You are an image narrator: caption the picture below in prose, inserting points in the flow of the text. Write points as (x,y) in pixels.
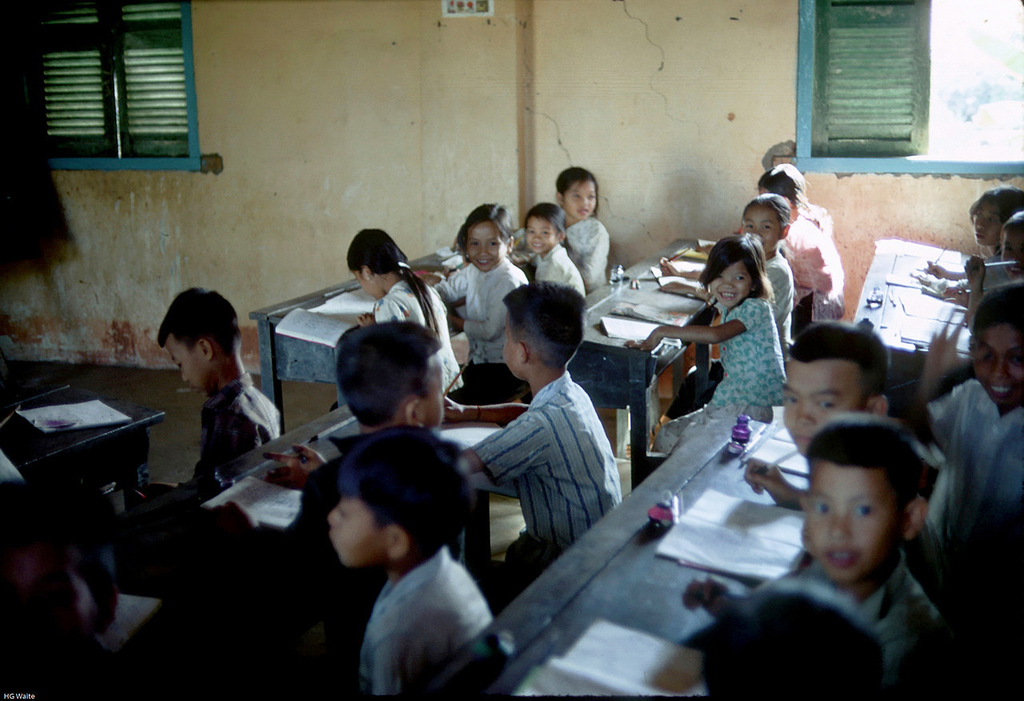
In this image there are kids (839,520) sitting on benches (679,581), in front of them there are books (277,527), in the background (335,67) there is a wall (770,90) for that wall (687,110) there are windows (823,125).
